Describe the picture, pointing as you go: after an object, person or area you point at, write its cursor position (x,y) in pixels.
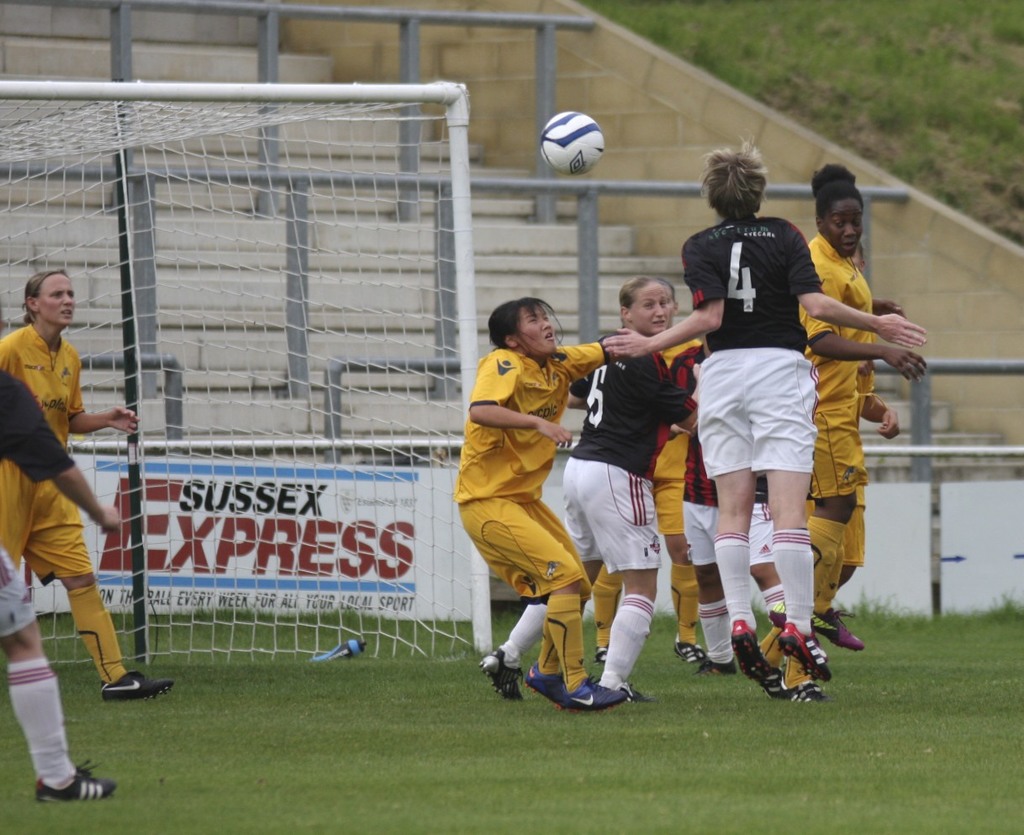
Here in this picture we can see a group of women (607,378) playing football in the ground (434,698), which is fully covered with grass (695,685) over there and in the middle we can see a football (575,122) also present and on the left side (340,324) we can see a goal post (422,99) with a net (29,116) present over there and behind them we can see a railing (143,312) and steps (350,294) present all over there.
